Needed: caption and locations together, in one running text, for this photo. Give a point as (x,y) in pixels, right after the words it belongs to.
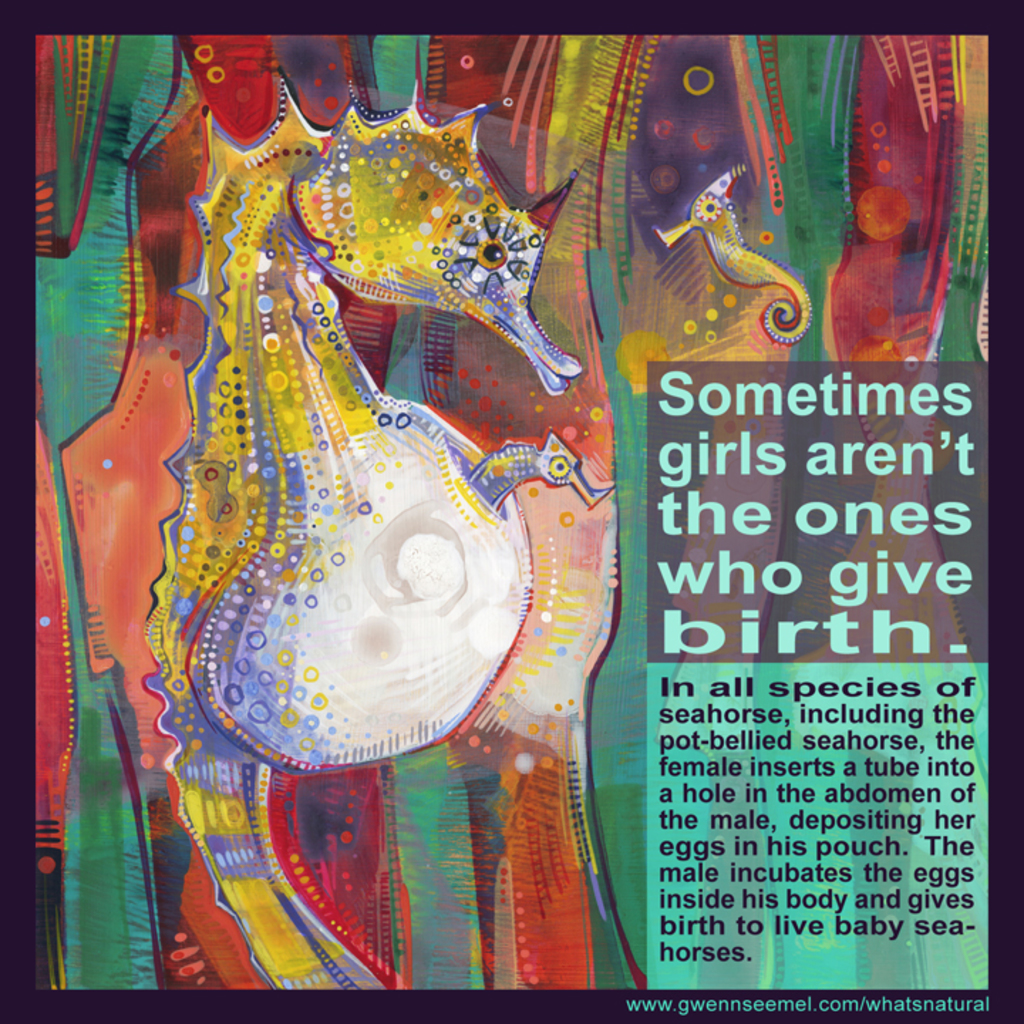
In this image it seems like an art in which there is a dragon sea horse (359,545) on the left side (306,586) and some text (752,586) on the right side (768,755).
